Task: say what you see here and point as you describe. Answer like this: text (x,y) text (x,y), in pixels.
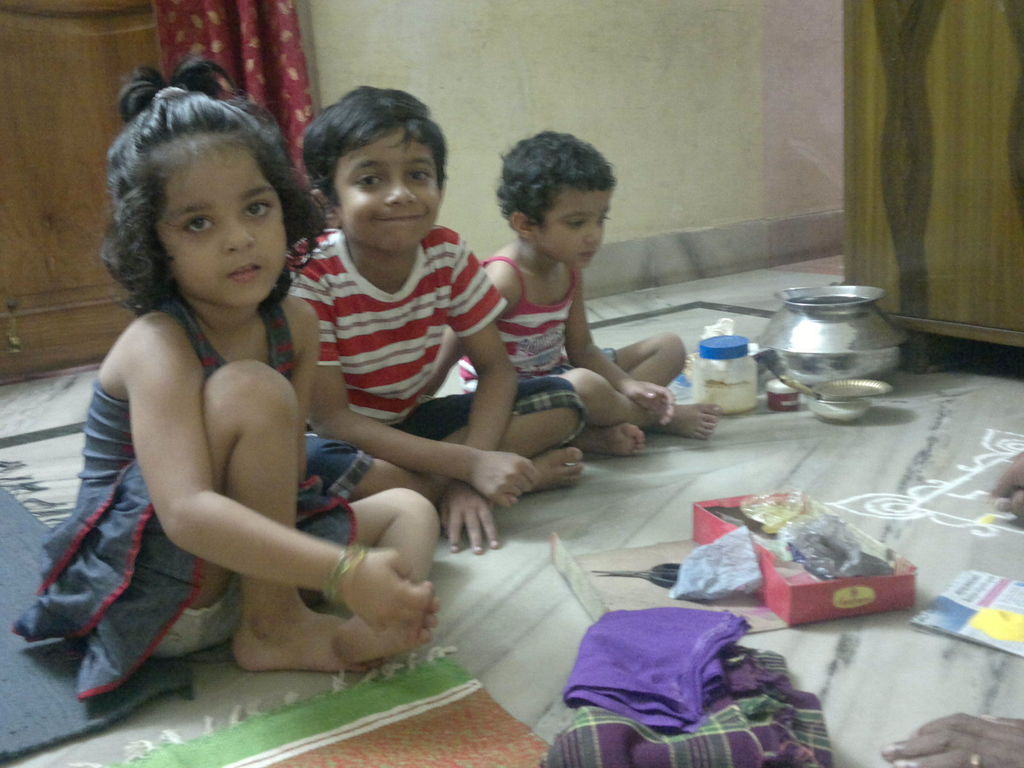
In the image there are three kids (294,422) sitting on the floor (619,465). On the floor (619,465) there are mats (453,733), scissors (636,577), box (772,541), vessel (791,363), bottle (717,356) and some other items (806,525) on it. And also there is a rangoli design (944,475). In the top right corner of the image (951,109) there is a cupboard (947,198). In the background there is a wall (755,117) with a door (114,43) and curtain (300,76).
